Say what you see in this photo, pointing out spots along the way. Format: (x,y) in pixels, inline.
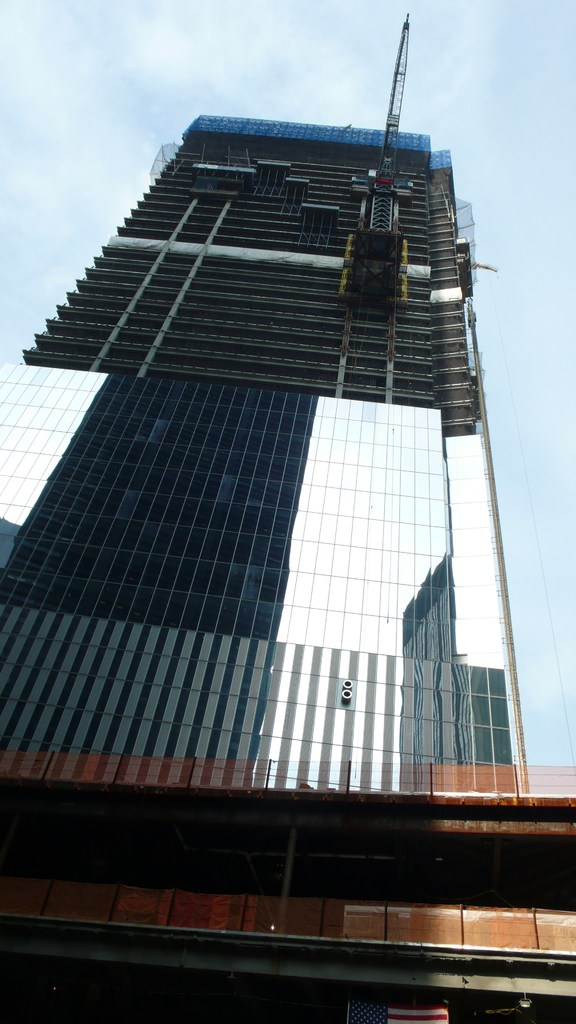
There is a building (206,714) which is having glass windows (216,455). In the background (505,48), there are clouds (441,66) in the sky (470,90).
